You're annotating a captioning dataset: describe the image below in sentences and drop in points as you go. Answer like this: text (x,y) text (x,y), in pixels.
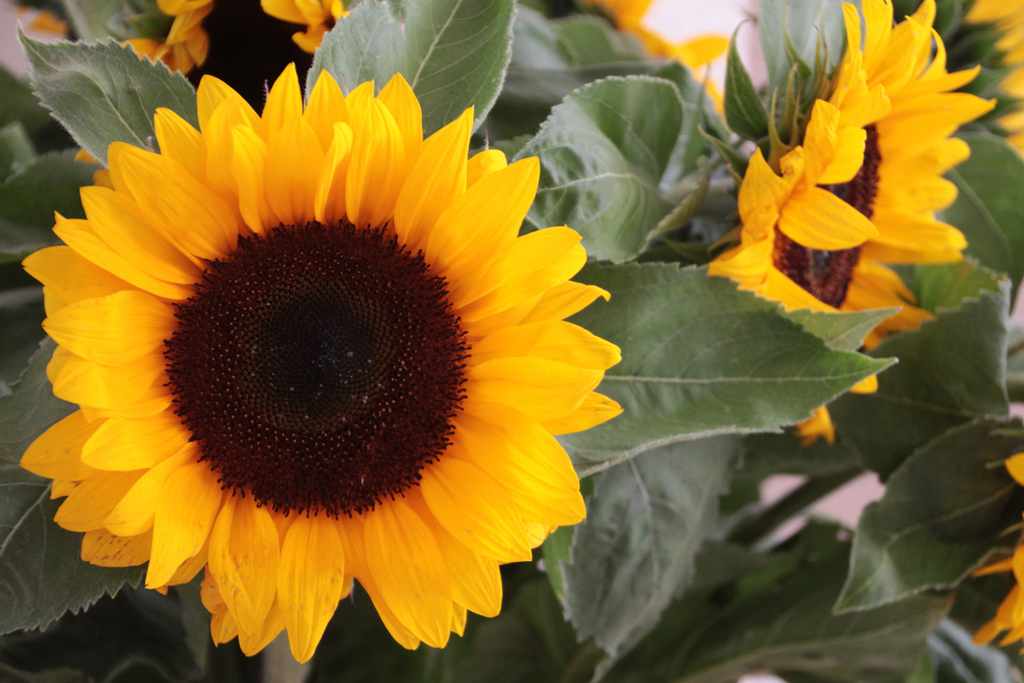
In this image we can see sunflowers (171,330) and leaves (678,85).
